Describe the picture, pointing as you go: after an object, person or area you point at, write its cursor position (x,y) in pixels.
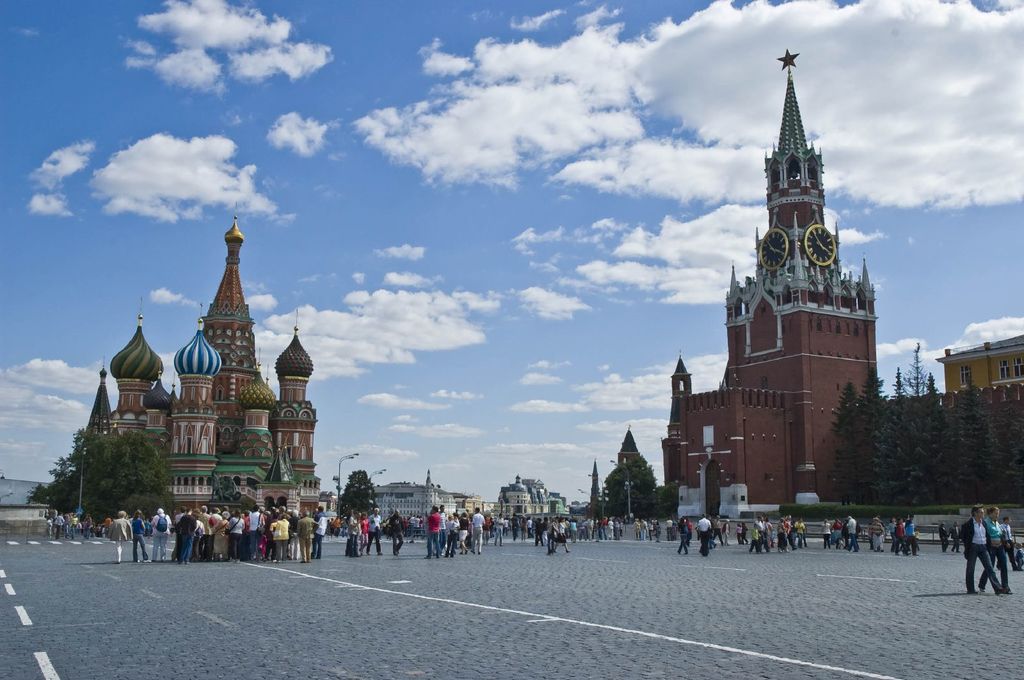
In this image I can see two forts (132,375), in front of forts (208,478) I can see crowd of people (207,538) visible on road (662,595), in the middle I can see two buildings (406,489) and in front of fort (180,468) I can see trees (151,470), at the top (333,157) I can see the sky (443,255).
